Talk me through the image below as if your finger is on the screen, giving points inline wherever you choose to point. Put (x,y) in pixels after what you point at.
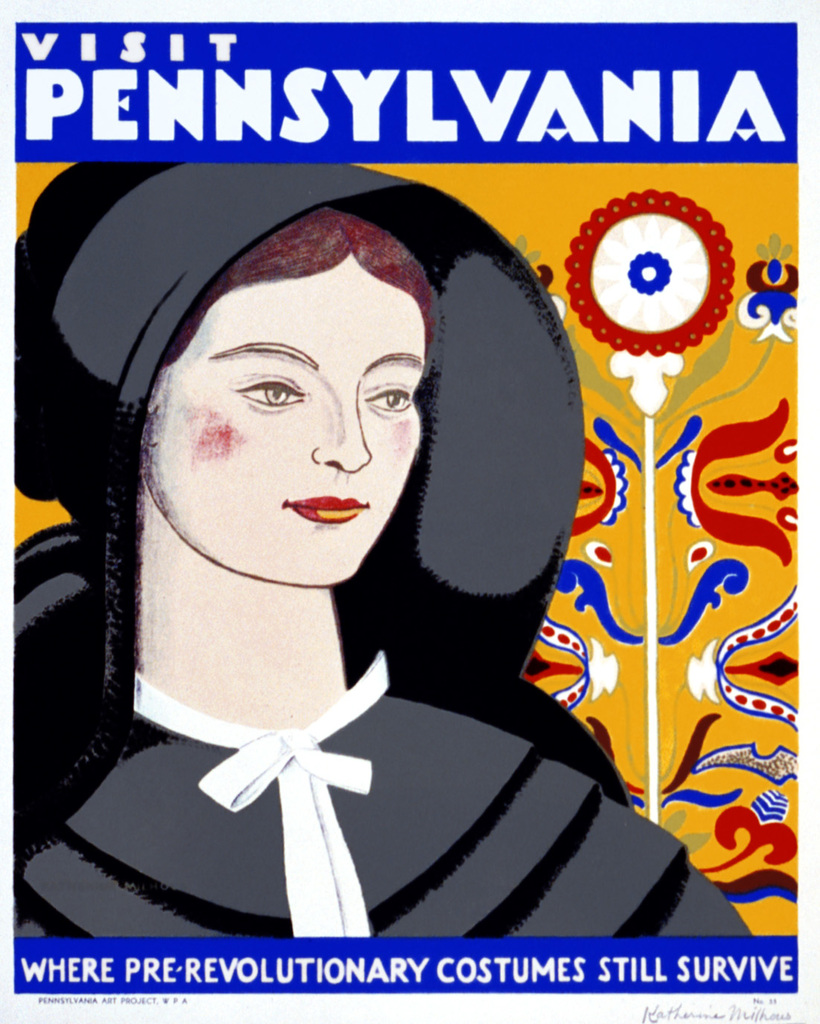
In this image I can see a poster (156,554) on which I can see a depiction of a woman (86,167). I can see some text (380,101) at the top (731,140) and bottom of the image (721,975).
